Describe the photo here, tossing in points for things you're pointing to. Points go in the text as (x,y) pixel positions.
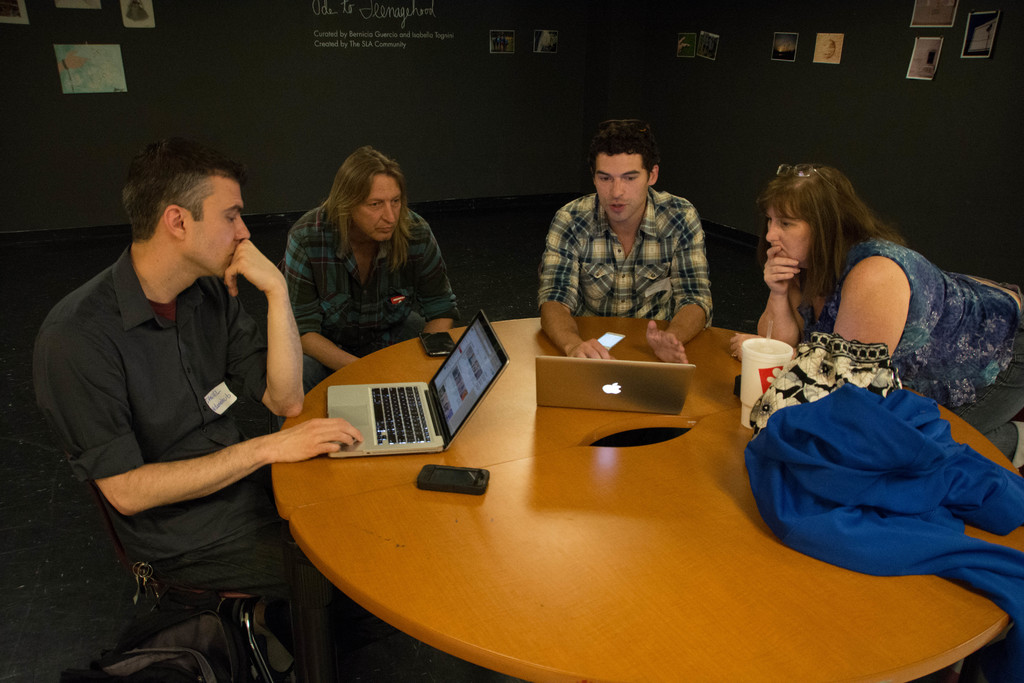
in this image there are four people (705,256) who are working on a laptop (616,392). To the left side (193,374) there is a man (148,364) who is looking at the laptop (374,412) and working. To the right side (935,269) there is a woman (879,251) who is looking at the laptop (646,364). There is a table (534,552) on which there is mobile (433,338), paper cup (772,360) and clothes (865,449). In the background (557,141) there is a wall (485,97), posters (90,67) and frames (693,56).
